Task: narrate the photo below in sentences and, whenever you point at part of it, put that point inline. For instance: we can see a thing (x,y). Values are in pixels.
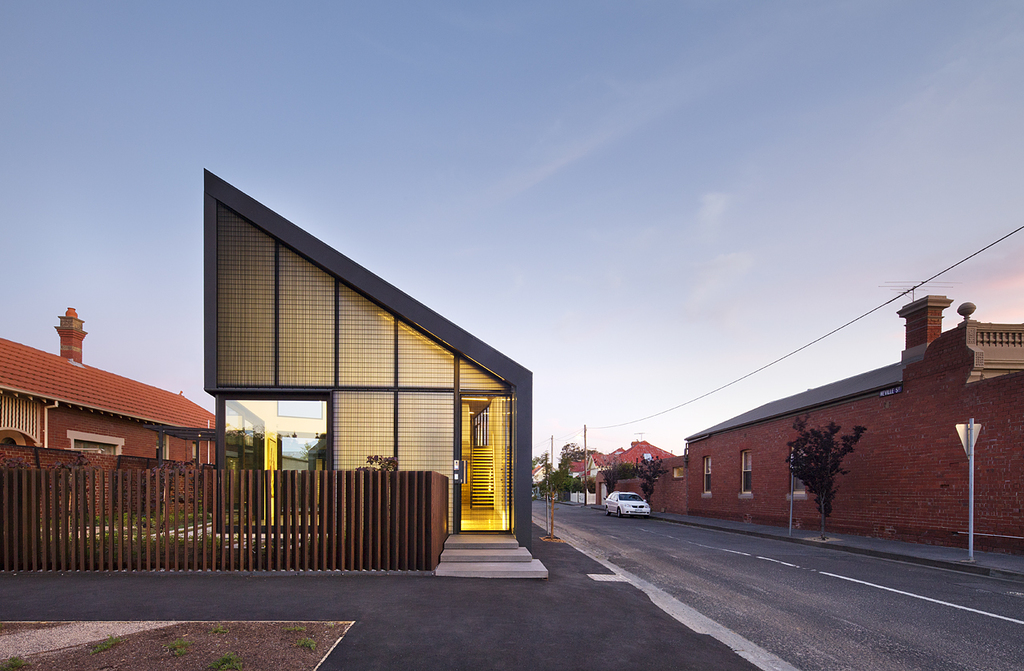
On the right side of the image (834,557) there is a road (598,537) with a car (620,504). Behind the car (641,504) there is a footpath (1005,565) with poles (971,531) and trees (643,483). Behind that there is a wall (739,473) with windows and roof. On the left side of the image (36,491) there is a fencing (426,514). Behind the fencing (407,521) there are houses (196,449) with roofs (187,402), walls (62,421), steps (497,548) and windows (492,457). At the top of the image (425,140) there is a sky (621,243).
